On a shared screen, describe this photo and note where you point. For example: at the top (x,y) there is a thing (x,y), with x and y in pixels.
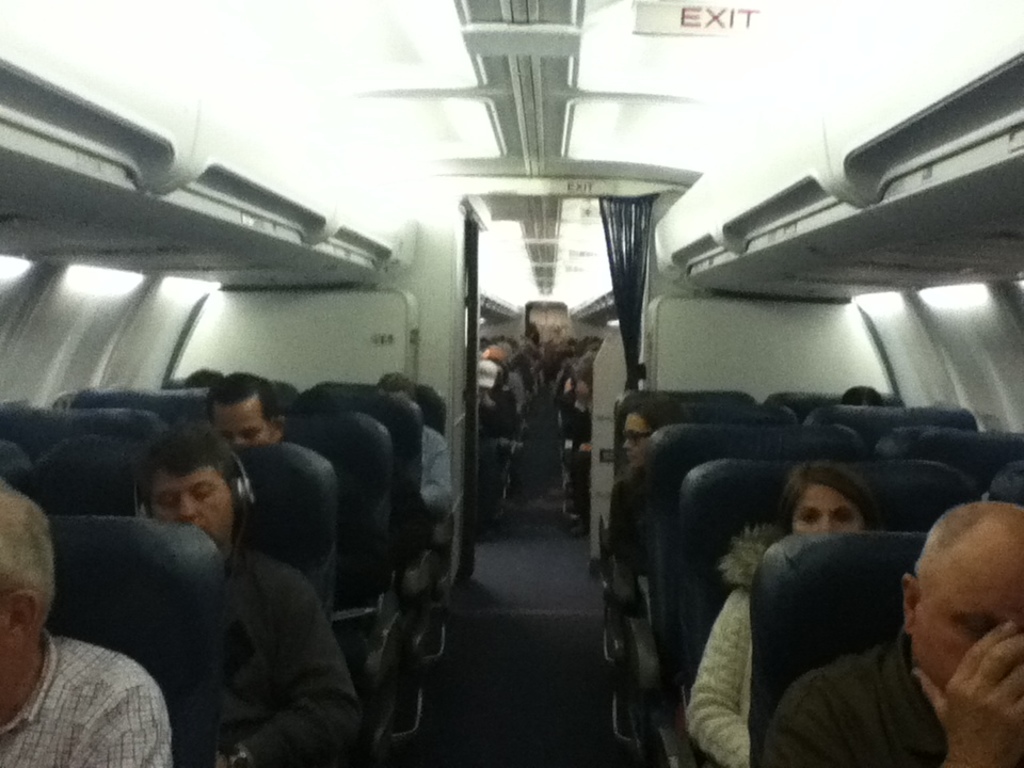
This is inside view of a plane (592,474). We can see few people (618,544) sitting on the chairs (352,608) and there are lights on the roof top (489,12), exit board (673,16) and curtains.
